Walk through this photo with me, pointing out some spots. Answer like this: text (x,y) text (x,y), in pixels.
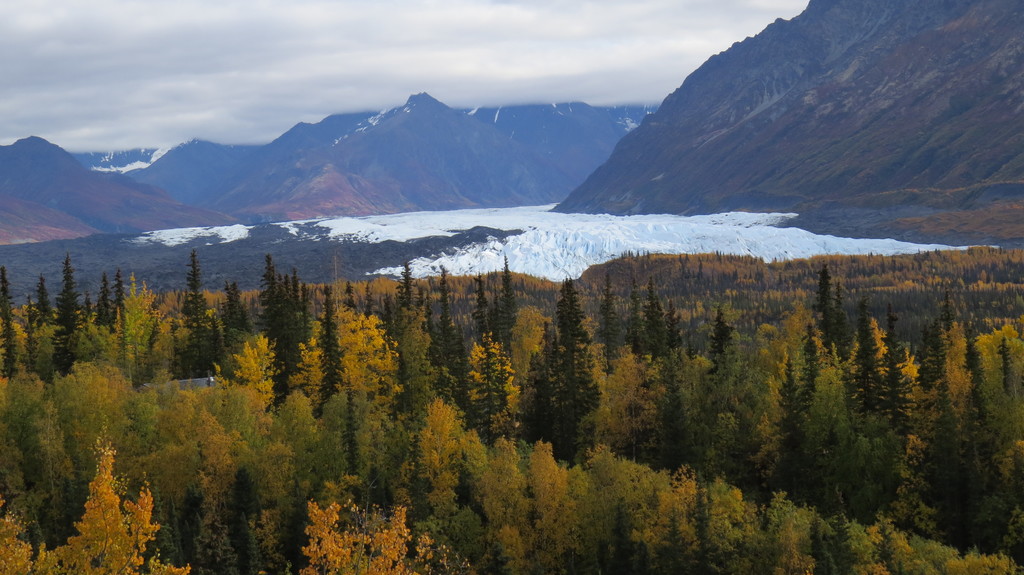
This picture is taken from the outside of the city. In this image, on the right side (865,125), we can see some rocks (874,114). On the left side (185,199), we can also see some rocks (231,218). In the background (409,153), we can see some rocks (266,159), mountains (249,160). At the top (369,80), we can see a sky (340,57) which is cloudy, at the bottom (215,463), we can see snow (588,232), plants (254,448), trees (209,326) and a grass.
